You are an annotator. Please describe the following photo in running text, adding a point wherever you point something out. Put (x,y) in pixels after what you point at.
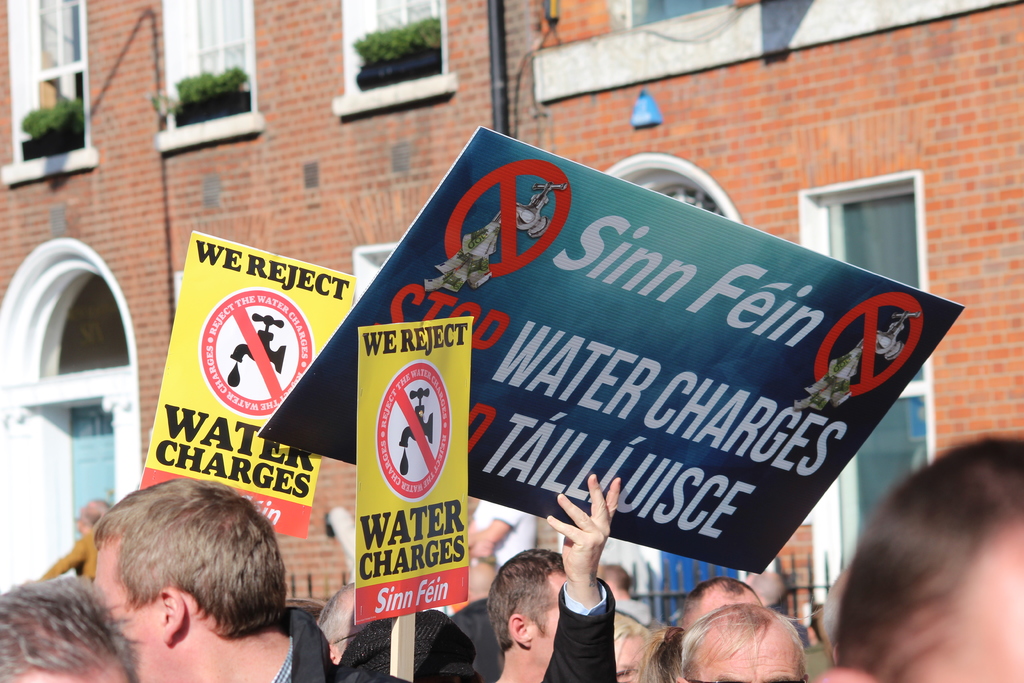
In this image there are few people (528,540) who are holding the placards (687,483). In the background (87,85) there is a building (311,63). There is a pipe (497,67) in the middle of the building (467,58). On the left side (67,421) there is a door (77,409). There are plant pots (82,127) kept near the windows (356,69).
